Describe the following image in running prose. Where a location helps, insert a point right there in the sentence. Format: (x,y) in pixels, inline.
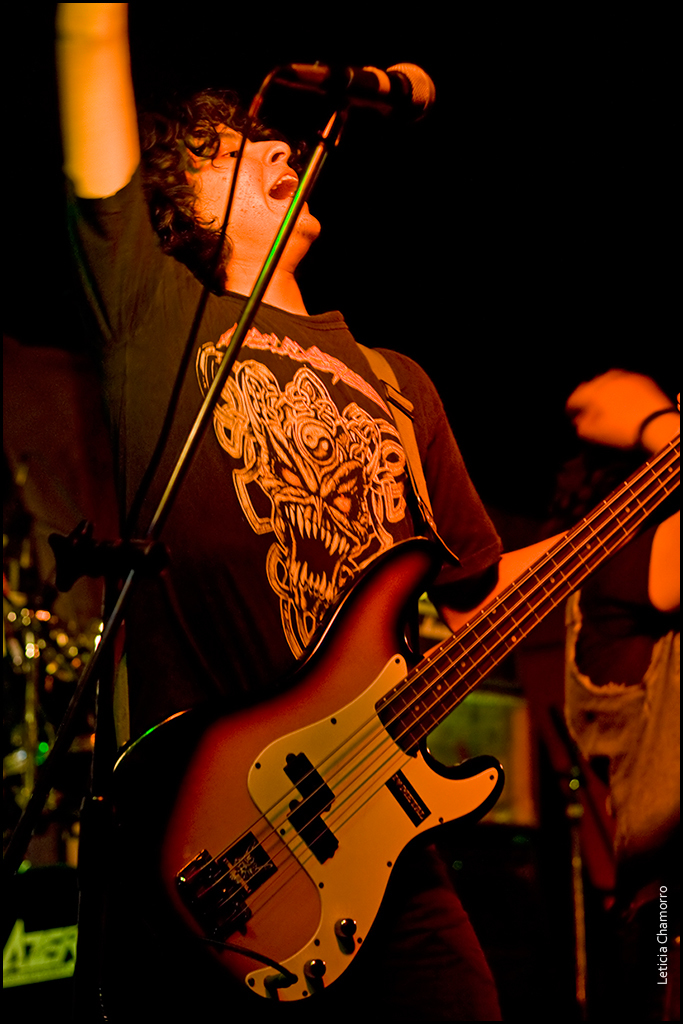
In this picture, In the middle (381,455) there is a boy (452,577) standing and he is holding a music instrument (344,760) which is in yellow color, In the left side (130,564) there is a microphone (358,104) in black color and he is singing in the microphone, In the background (631,658) there is a person (637,626) standing.
